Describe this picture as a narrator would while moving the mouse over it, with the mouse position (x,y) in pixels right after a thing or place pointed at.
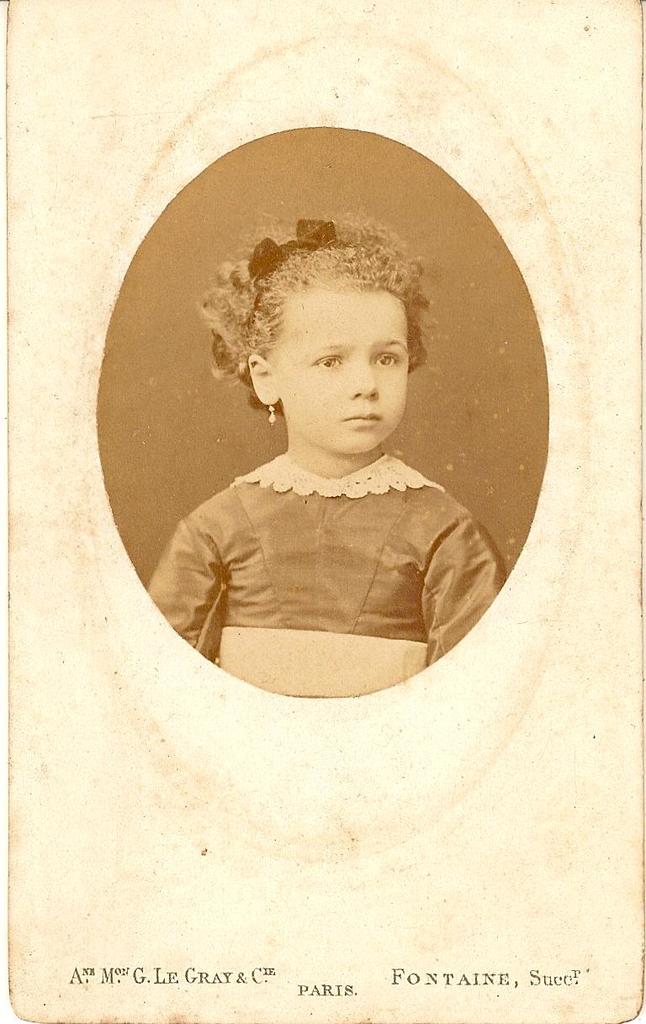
In this picture we can see a paper (628,444). Here we can see child (329,607) who is wearing dress (347,504). On the bottom (148,985) we can see persons name (205,976).
